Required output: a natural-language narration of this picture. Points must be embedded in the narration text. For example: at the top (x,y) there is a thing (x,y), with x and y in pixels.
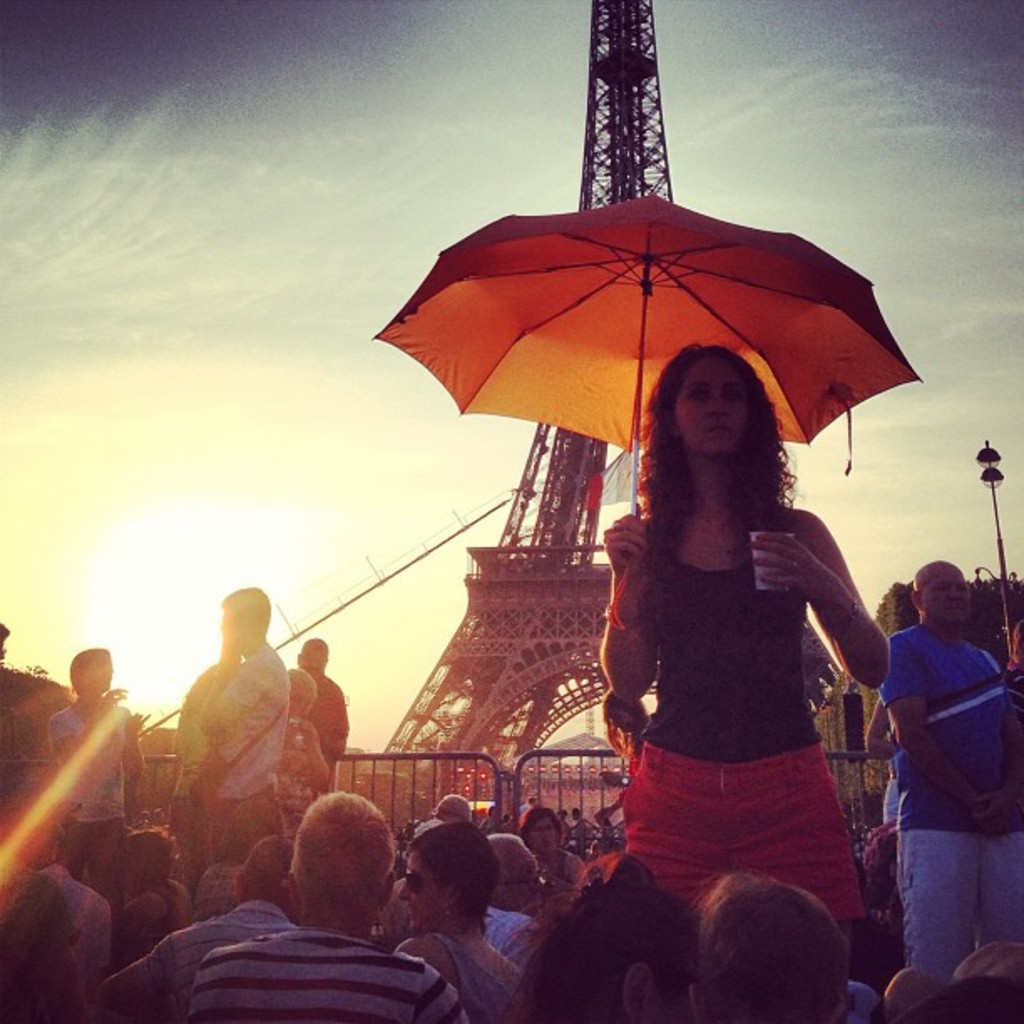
At the bottom of this image (728,947), there are persons (704,899). Some of them are standing. One of them is holding a cup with a hand (776,580) and an umbrella (662,302) with the other hand (641,562). In the background (596,622), there is a fence (395,785), there are trees (1008,594), a tower (471,750), a pole (987,459) and there are clouds (235,84) in the sky (127,251).
